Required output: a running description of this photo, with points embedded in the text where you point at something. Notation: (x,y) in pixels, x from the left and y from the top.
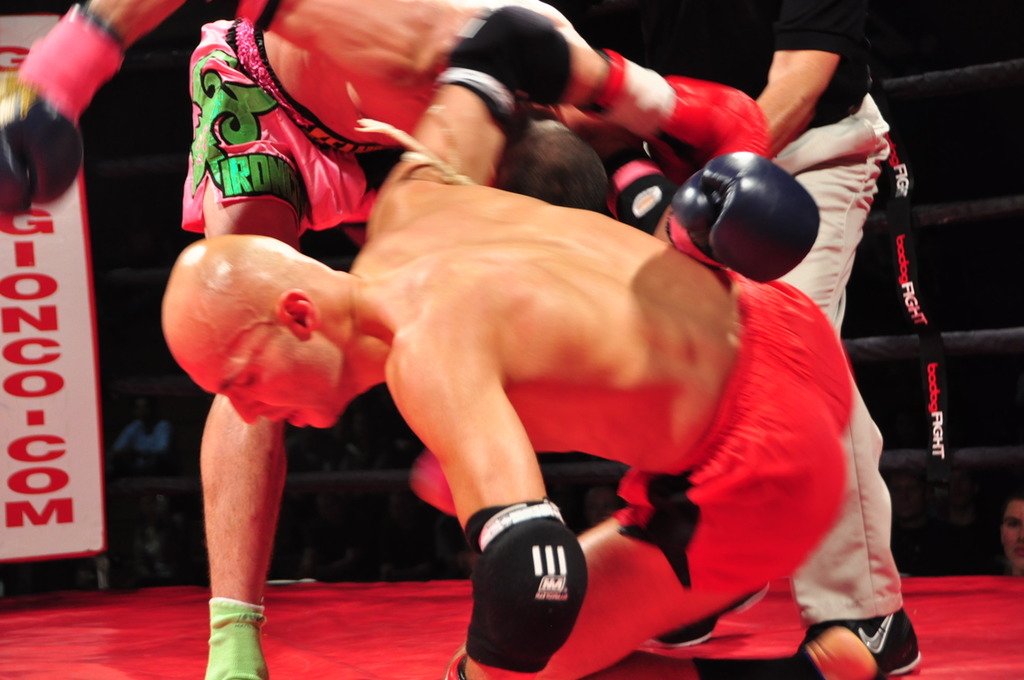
In this image, there are three people (302,151) in a boxing ring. On the left side of the image (55,478), I can see a banner (71,295). In the background (132,432), there are group of people (132,432).
